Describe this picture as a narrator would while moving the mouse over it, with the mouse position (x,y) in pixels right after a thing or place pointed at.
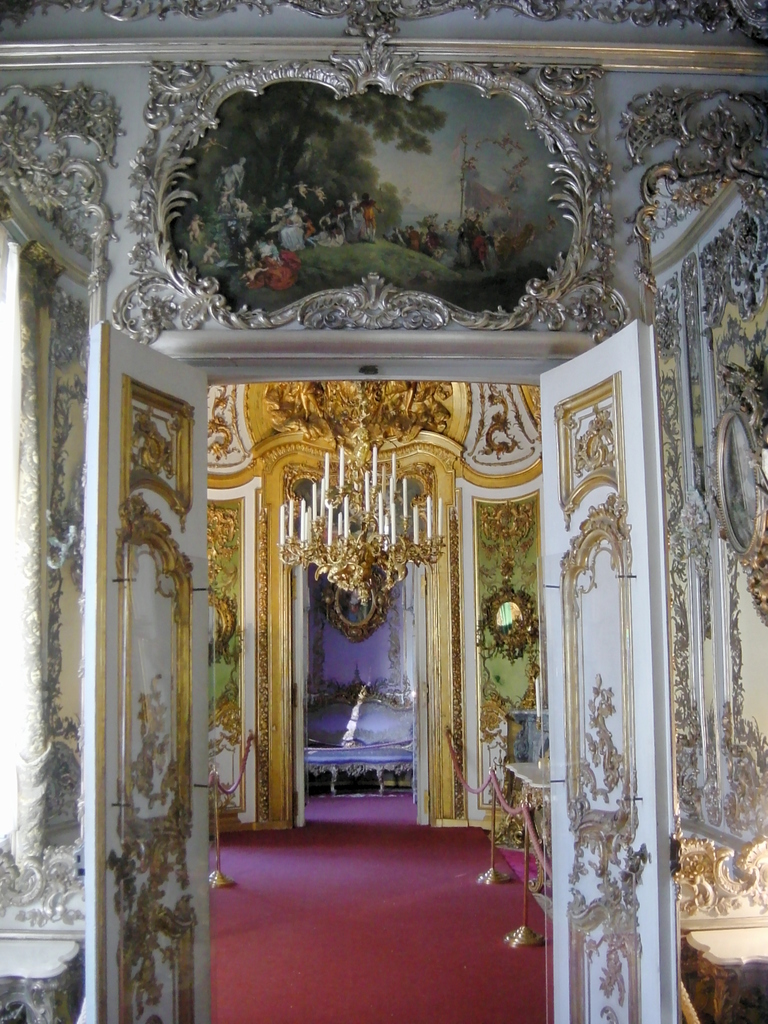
In the image we can see there are candles (380,501) which are kept on the chandelier (333,505) and there are doors (628,577) which are decorated with gold carvings (172,557). There is a red carpet (456,925) on the floor (330,898).
